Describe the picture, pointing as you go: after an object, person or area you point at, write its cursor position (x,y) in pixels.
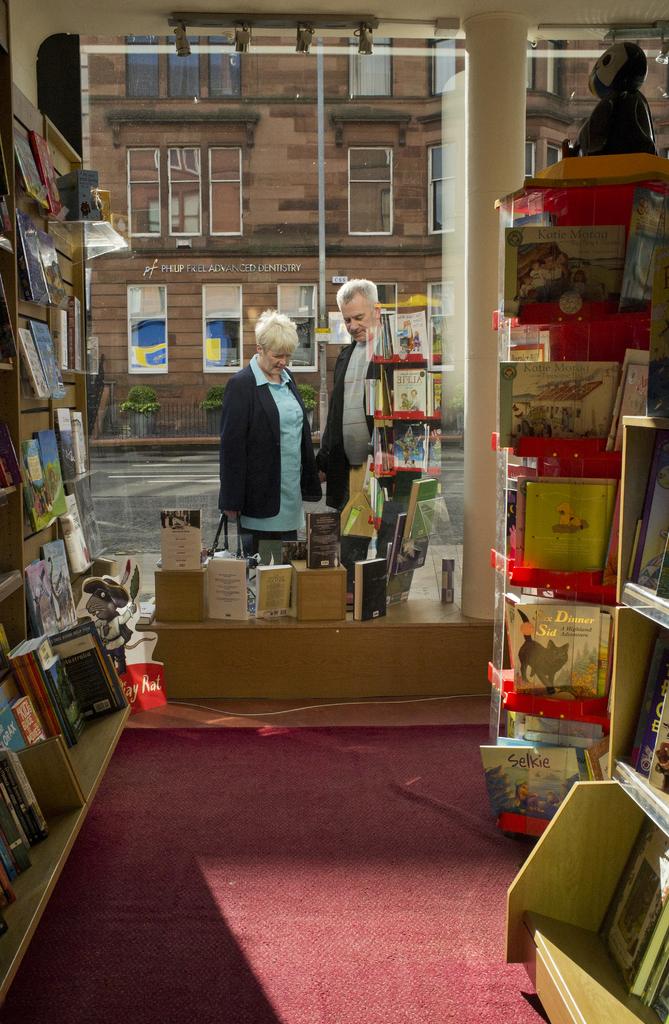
In this image we can see some books (59,190) on the racks (23,475), some books (276,566) on the tables (278,671), and stand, there are two persons (245,532), there is a building (284,249), windows (443,79), plants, there is a pole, there is a toy (608,101) on the table (629,173).
